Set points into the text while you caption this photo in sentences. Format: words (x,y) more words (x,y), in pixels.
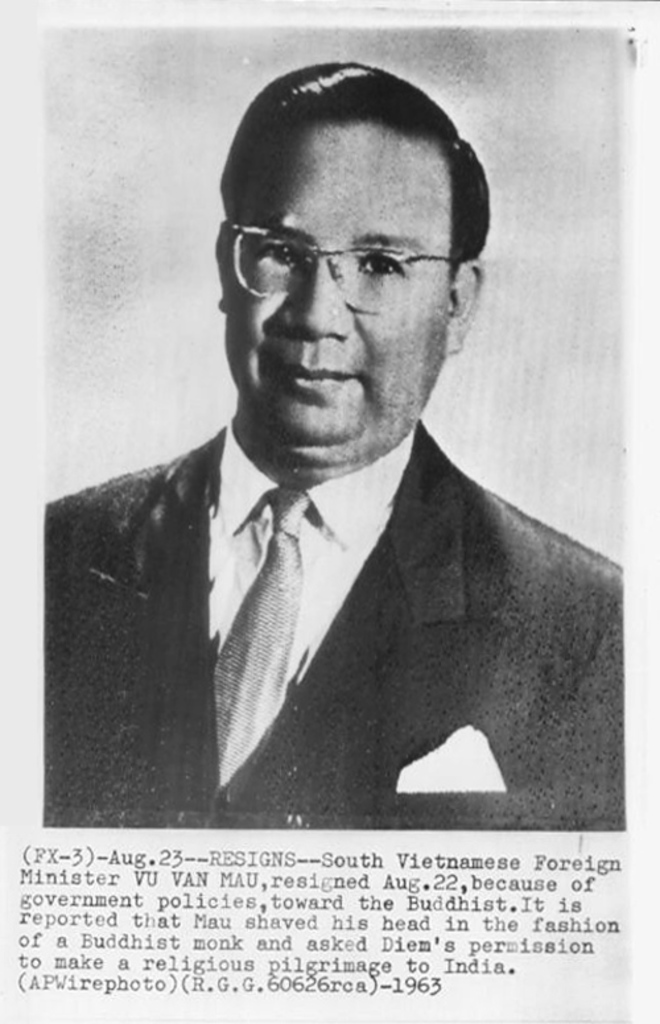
This is a picture of a man (241,607) wearing suit (203,671), there is text (309,906) below. This is a black and white picture.
